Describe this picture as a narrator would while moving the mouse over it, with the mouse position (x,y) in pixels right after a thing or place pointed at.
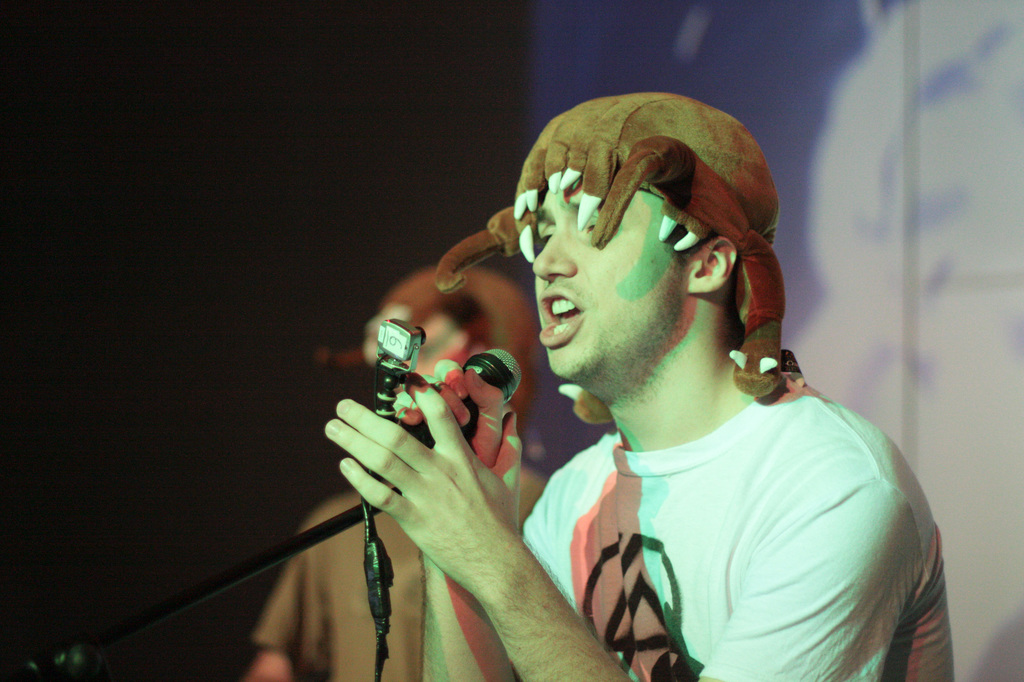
On the right side (757,419), there is a person (691,206) in white color t-shirt (786,486), singing and holding a mic (501,370) which is attached to a stand (174,612). In the background (496,315), there is another person (438,295). And the background (281,91) is dark in color.
